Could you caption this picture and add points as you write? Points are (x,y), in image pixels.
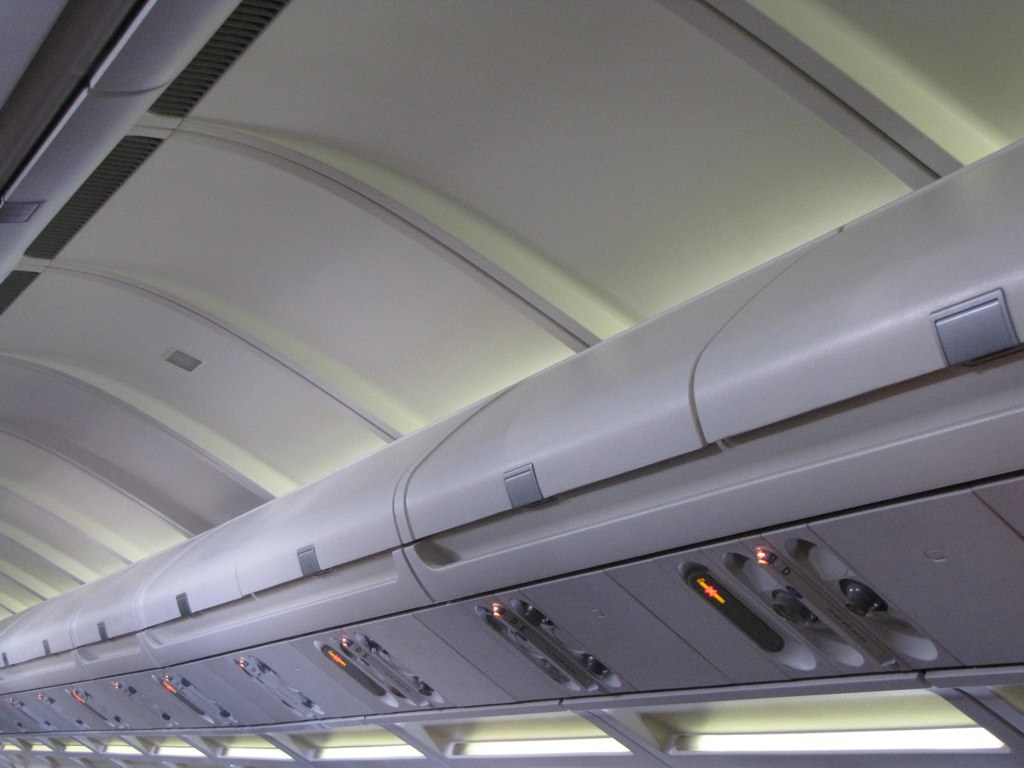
In this picture we can see luggage racks (662,535) inside an airplane (477,176).
